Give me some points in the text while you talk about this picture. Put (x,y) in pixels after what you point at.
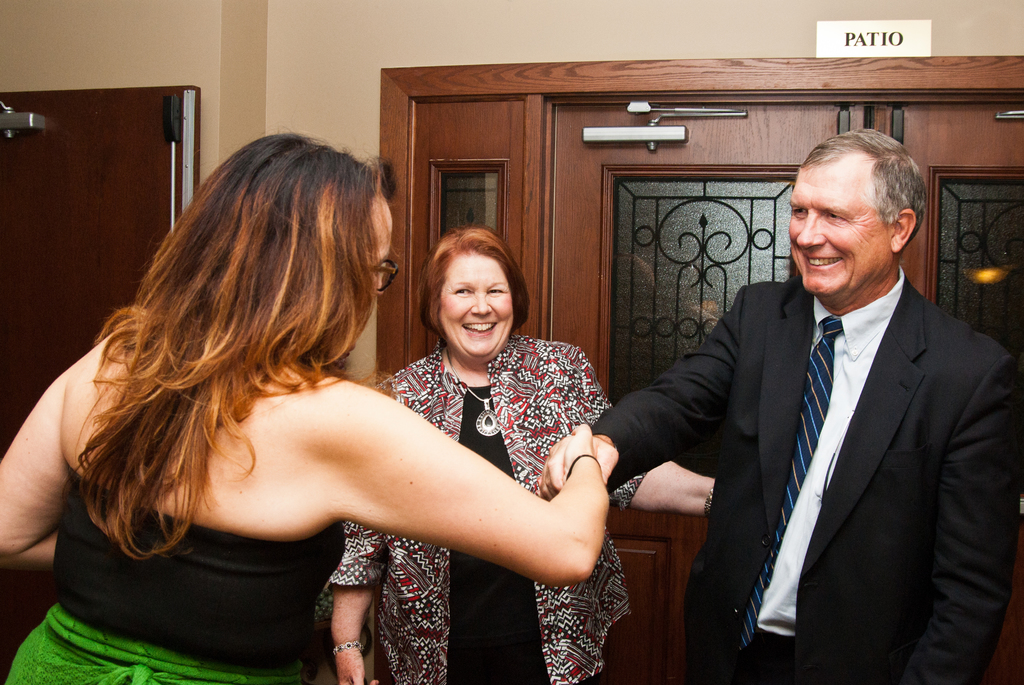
This image consists of three persons (799,473). On the right (750,428), the man (937,450) is wearing a white shirt (834,358) and a black suit (898,426) along with a tie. On the left (339,562), the woman (261,567) is wearing black top (185,559) and green skirt (75,651). In the middle (519,426), there is another woman (492,584) wearing black and red dress (419,404). In the background (454,177), we can see doors (64,174) and window (692,181) along with the wall (322,68).
